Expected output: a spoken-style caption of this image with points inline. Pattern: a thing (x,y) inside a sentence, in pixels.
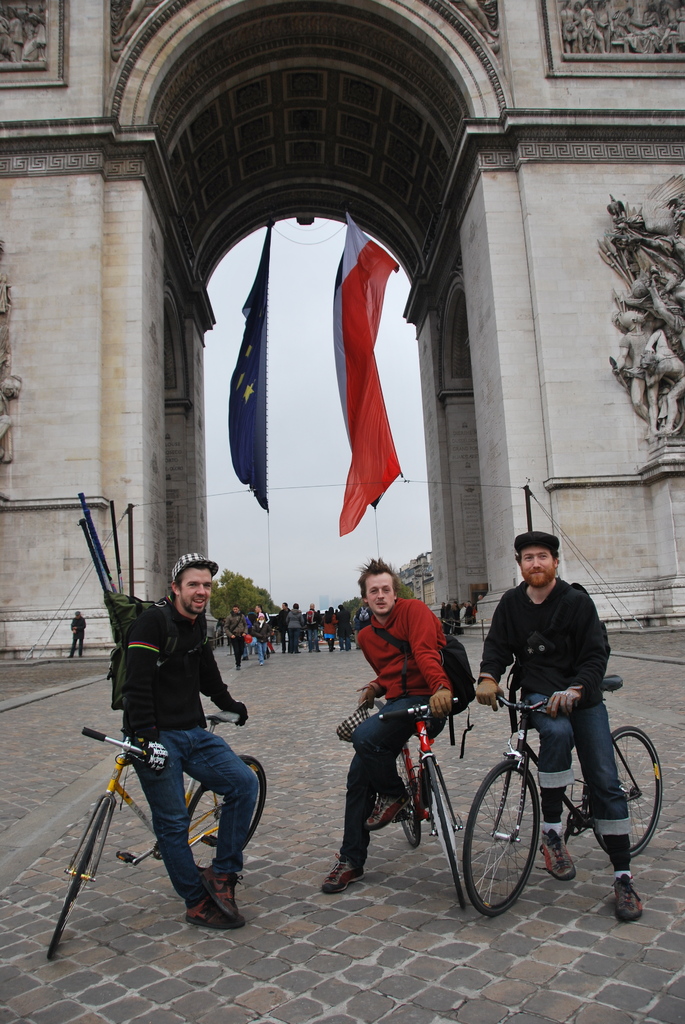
In the picture we can see three men (444,704), standing on the cycles (428,721), one man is wearing a bag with sticks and other two persons (416,697) are also wearing a bags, in the background (594,242) we can see a historical building gate (164,535) from that we can see two flags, which is red and white and one is blue with stars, and we can also see the sky (282,518), trees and some people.
